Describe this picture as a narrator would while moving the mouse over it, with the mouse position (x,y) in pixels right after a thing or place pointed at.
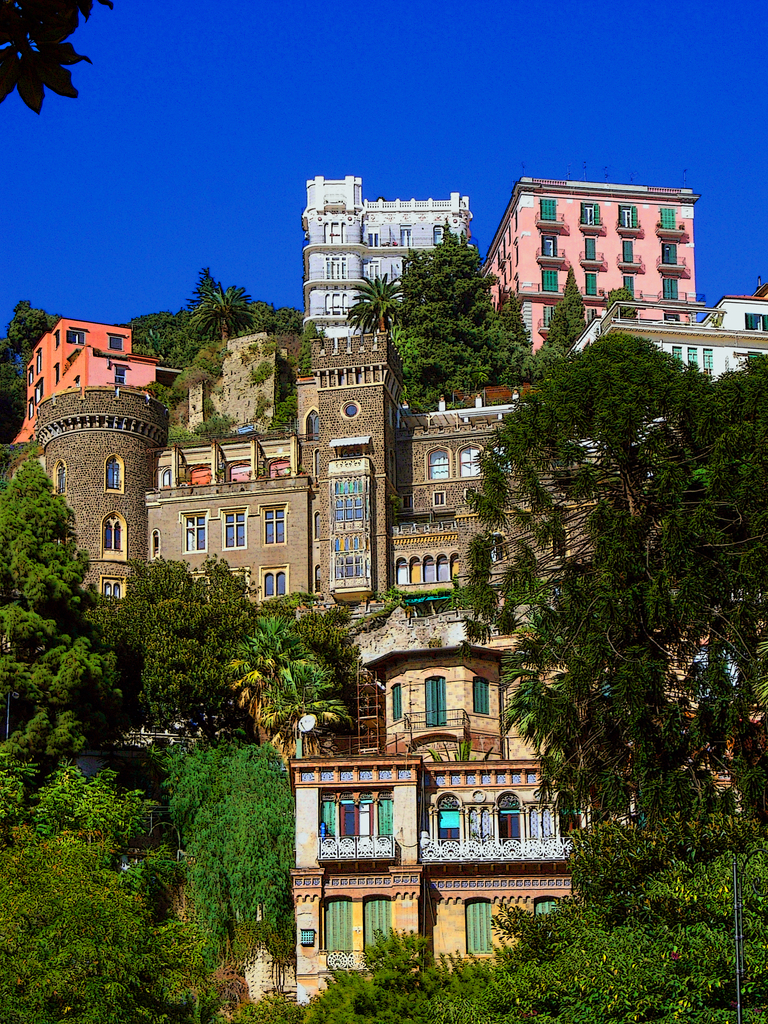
There are buildings (412,424) and trees (71,809) in the foreground area of the image (420,670) and the sky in the background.
